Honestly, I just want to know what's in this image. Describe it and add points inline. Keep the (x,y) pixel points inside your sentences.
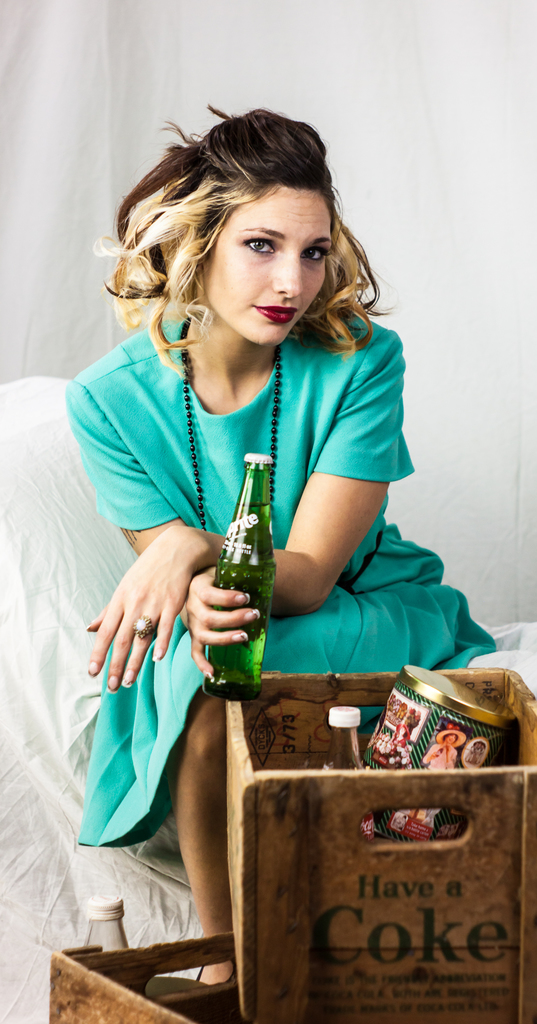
In this picture there is a woman (379,629) sitting on couch (58,602) and holding a bottle (233,586) in her hand (221,613). In front of her there is a box (248,805) and on it text (357,961) is written. In the box (371,782) there is a bottle (345,754) and a jar (449,743). In the background (414,313) there is white cloth (120,79).
